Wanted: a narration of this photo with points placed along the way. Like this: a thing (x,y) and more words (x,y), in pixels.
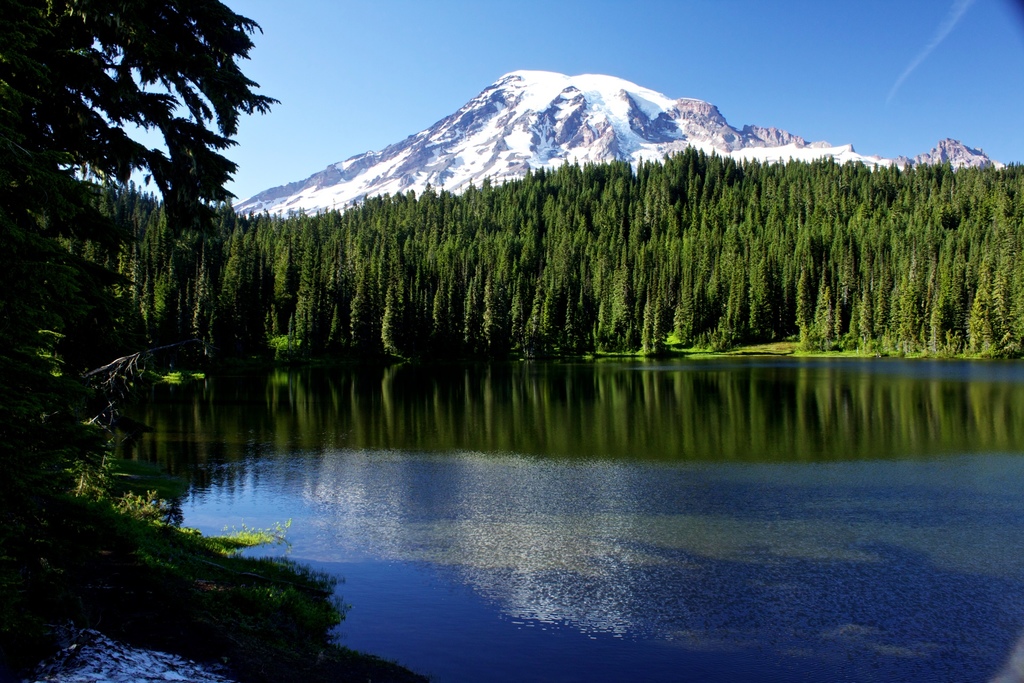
In this picture we can observe a lake (525,453). There are some trees (404,285). In the background (453,141) we can observe a hill (522,137) with some snow (587,95) on the hill (545,113). In the background (586,57) there is a sky (518,63).
